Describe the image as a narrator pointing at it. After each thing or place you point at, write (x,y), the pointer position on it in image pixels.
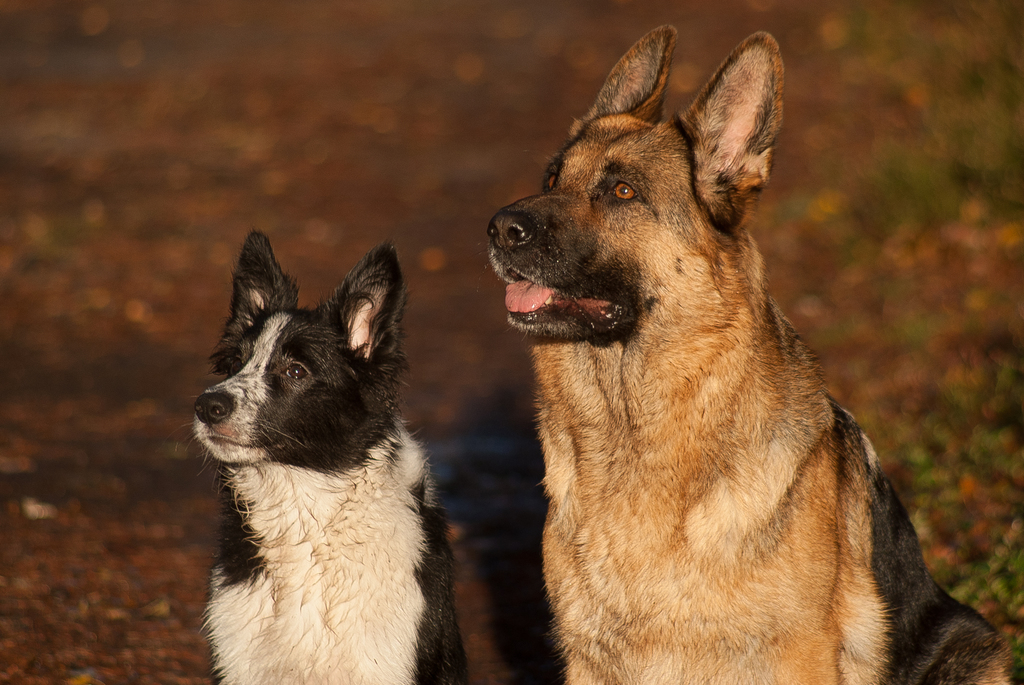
In this image we can see dogs (318,600).
